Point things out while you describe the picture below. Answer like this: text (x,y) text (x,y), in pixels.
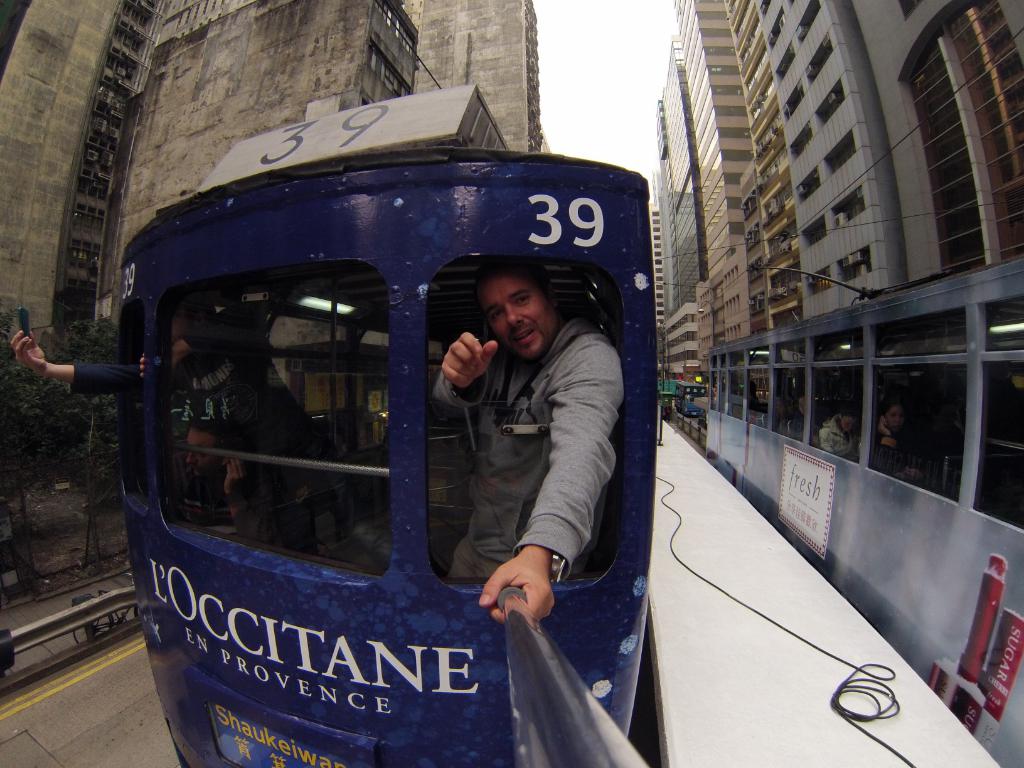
In this image I can see few buildings (809,159), windows (1013,223), trees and the sky (570,51). I can see few vehicles (751,375) and few people (475,354) in the vehicles (1010,641). In front (579,374) I can see two people (521,369) are in vehicle (409,545) and holding something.
